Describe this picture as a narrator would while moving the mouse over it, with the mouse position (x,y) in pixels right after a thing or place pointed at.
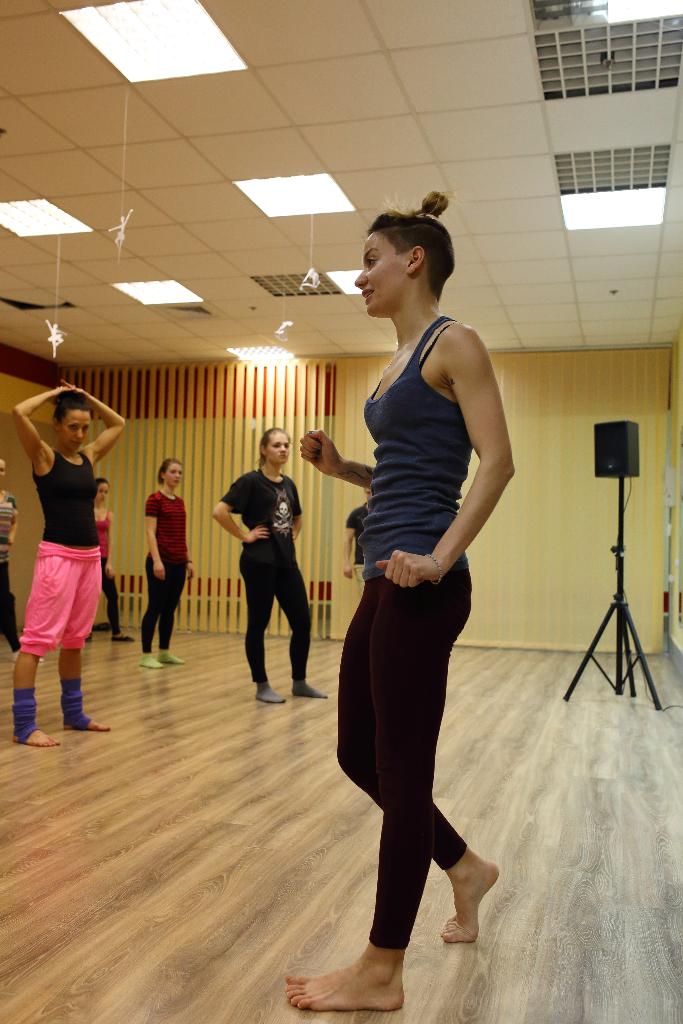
In the picture I can see a few women (452,385) standing on the wooden floor (5,657). I can see a speaker (630,459) on the floor (668,684) on the right side (616,462). There is a lighting arrangement (343,201) on the roof (145,164).
